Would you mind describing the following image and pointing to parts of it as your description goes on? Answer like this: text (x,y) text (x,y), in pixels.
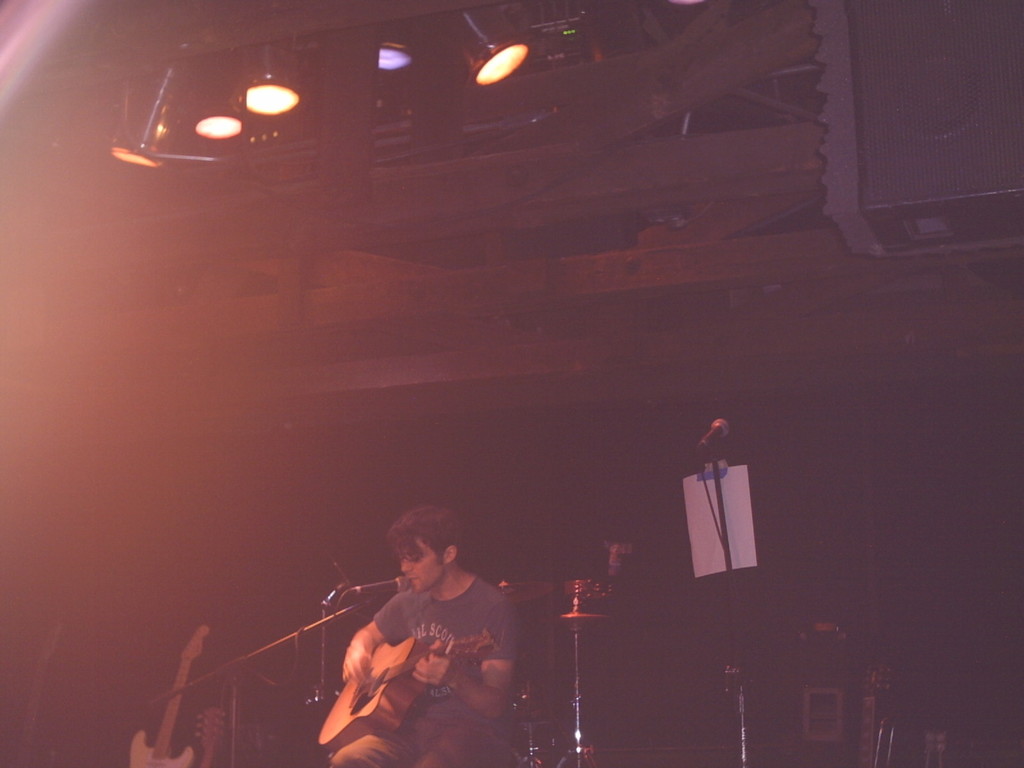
This is the picture of a man (415,716) sitting on a chair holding guitar (382,685) and sing a song. In front of the man (425,568) there is a microphone (401,583) with stand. Background of the man (437,629) there are the music instruments (216,709) on top of the man (415,632) there are the lights (282,94).
